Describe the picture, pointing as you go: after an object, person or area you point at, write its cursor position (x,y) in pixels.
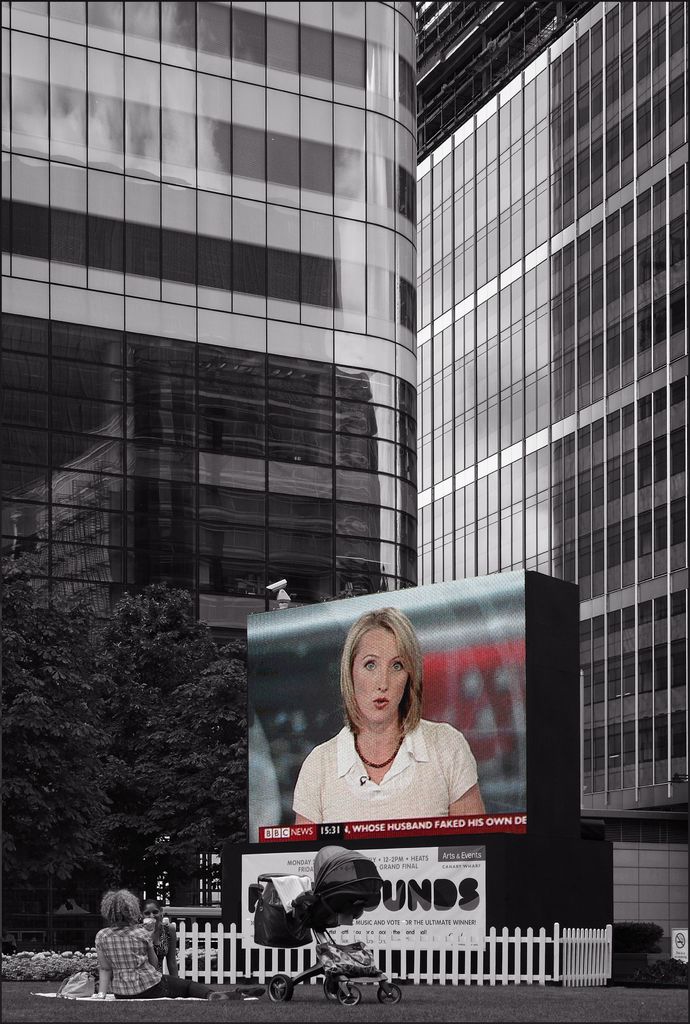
In the image we can see there are people (171,977) sitting on the ground (508,995) and beside them there is a buggy (327,877). Behind there is a big tv screen (399,746) and there is a building (246,263). There are trees (151,655) in the area (151,812).
